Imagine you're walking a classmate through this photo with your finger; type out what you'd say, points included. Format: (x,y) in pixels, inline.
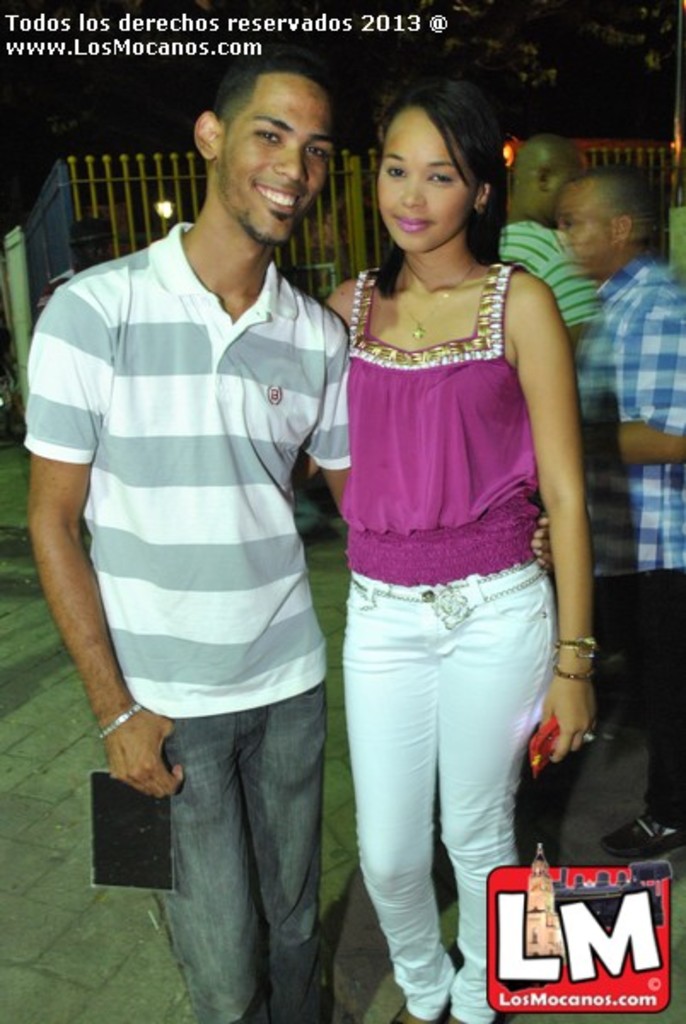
Here I can see a woman (381,425) and a man (229,478) are standing, smiling and giving pose for the picture. The woman (471,571) is holding a red color object (553,739) in the hand (578,710). On the right side (599,470) there are two persons (590,435) standing. In the background (190,163) there is a fencing (112,199). The background (54,124) is dark. At the top of this image (204,21) there is some text (107,22). In the bottom right-hand corner (546,907) there is a logo (620,942).
